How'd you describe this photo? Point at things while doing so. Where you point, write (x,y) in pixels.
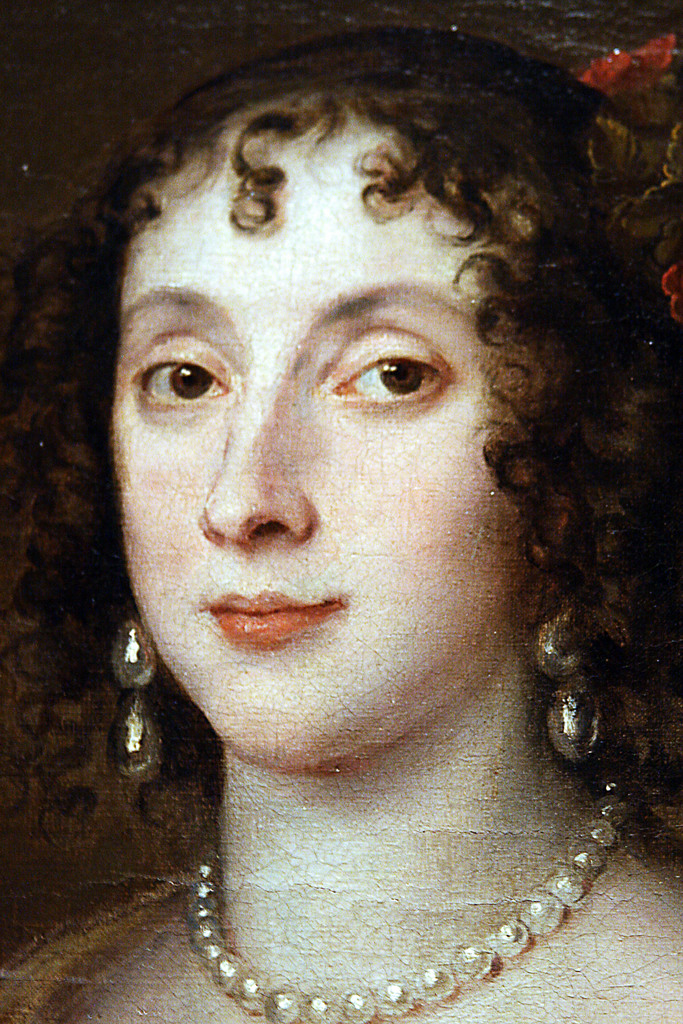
In this image we can see the painting (454,504) of a woman (394,517).
